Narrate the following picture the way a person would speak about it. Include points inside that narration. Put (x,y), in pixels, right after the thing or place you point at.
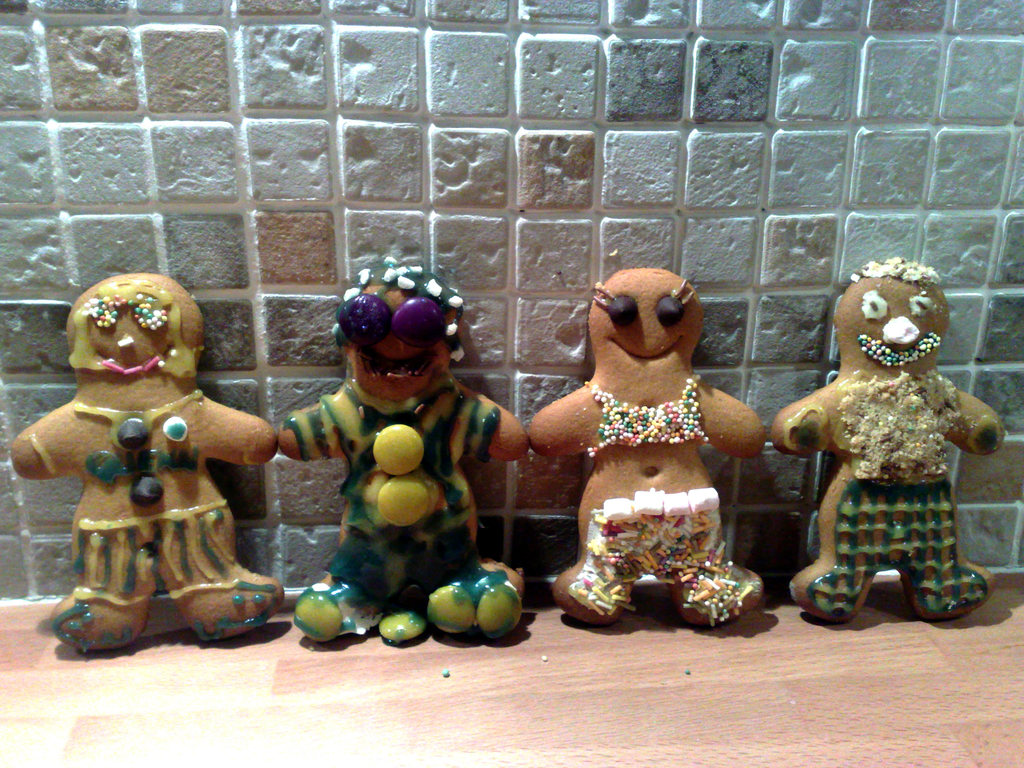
In this image I can see there are 4 gingerbread cookies (509,439) with different things (416,500) on them.
